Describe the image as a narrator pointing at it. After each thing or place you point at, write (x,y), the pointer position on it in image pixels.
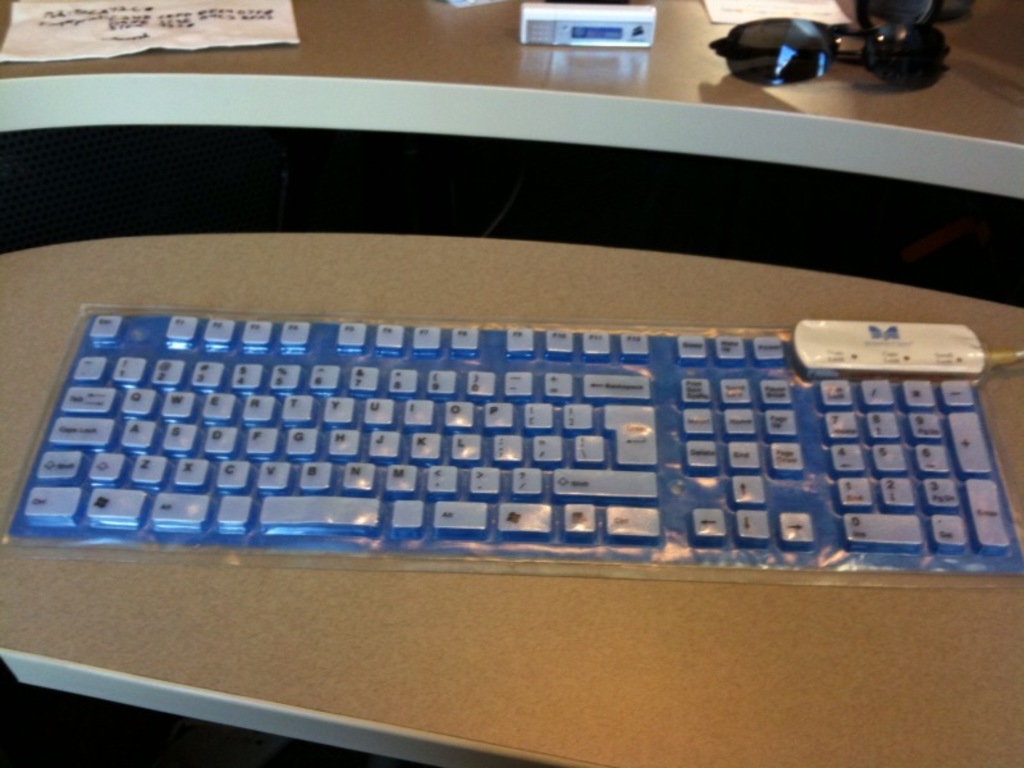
This picture is mainly highlighted with a keyboard (413,555) on the table (929,625). On the other table (359,56) we can see a paper (266,25), device (555,24) and black colour goggles (812,67).
